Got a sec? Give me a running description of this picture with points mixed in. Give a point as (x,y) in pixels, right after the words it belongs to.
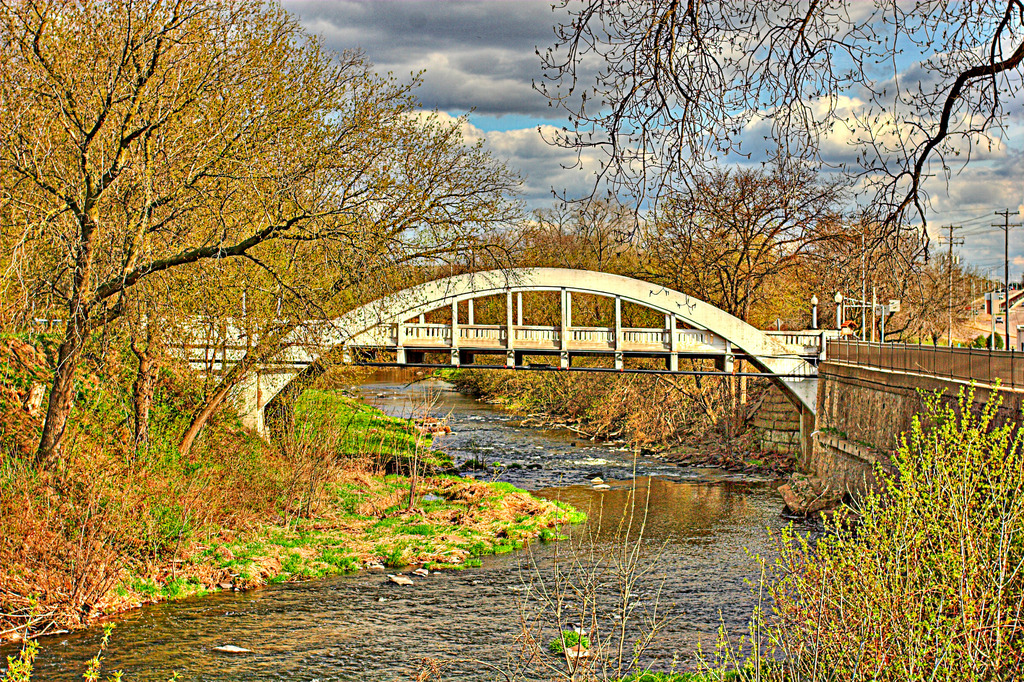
This is an edited image. In this image we can see a canal (683,588) under the bridge (732,359). We can also see some plants (918,515), grass (357,533), the utility poles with wires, some poles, a group of trees (804,307) and the sky (464,59) which looks cloudy.
